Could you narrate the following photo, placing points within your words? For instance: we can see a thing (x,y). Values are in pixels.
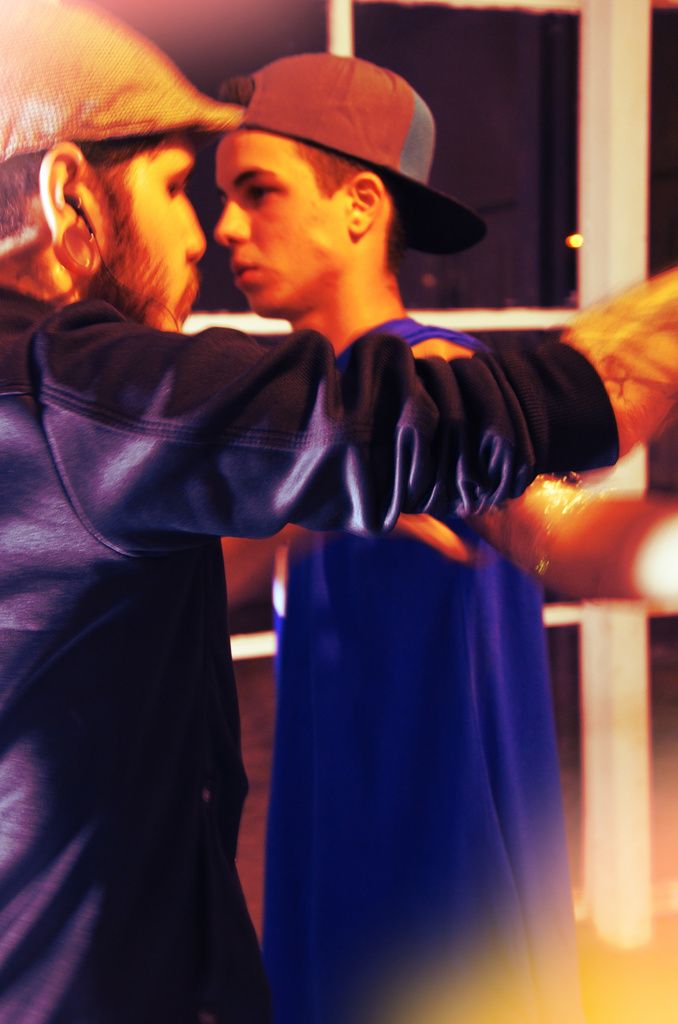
In the center of the image (427,517) a person (364,232) is standing and wearing a hat (332,151). On the left side of the image (101,383) a man (100,519) is standing and wearing a hat (75,93) and headset (78,213).
